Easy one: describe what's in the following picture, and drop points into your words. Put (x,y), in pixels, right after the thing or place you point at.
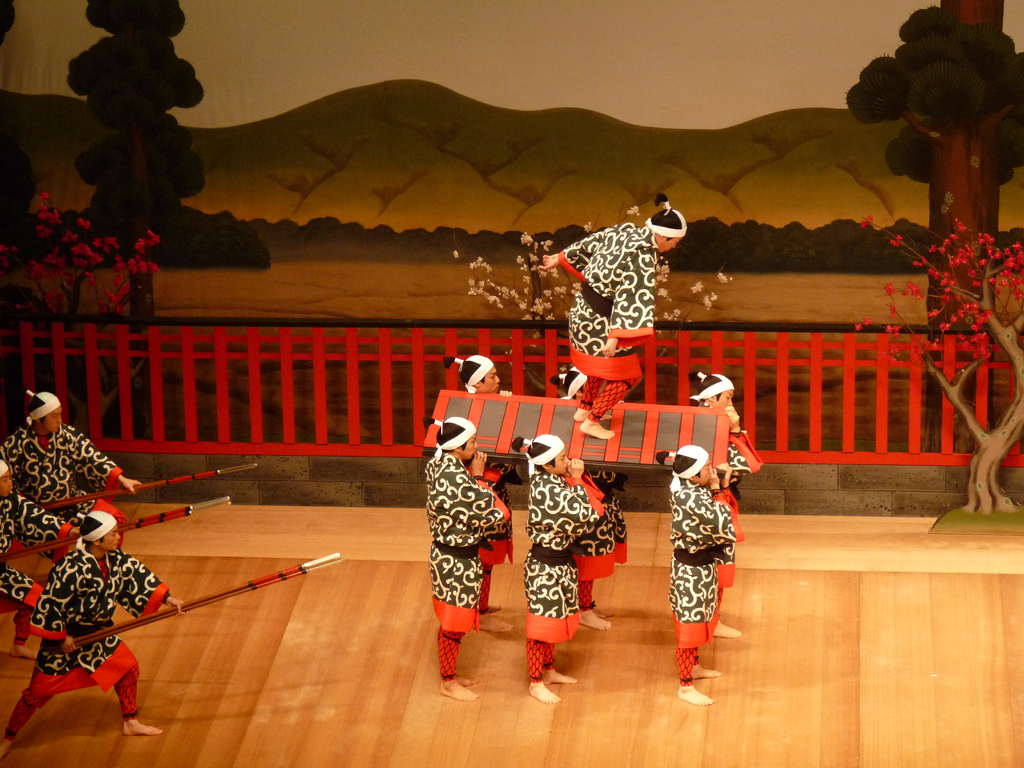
This image consists of many people (563,549). They are wearing same dresses (510,506). At the bottom (636,692), there is a floor (591,688) made up of wood (971,739). In the background (683,325), we can see a fencing (650,401) and mountains (681,154) along with the trees (959,139). It looks like the image is edited.
